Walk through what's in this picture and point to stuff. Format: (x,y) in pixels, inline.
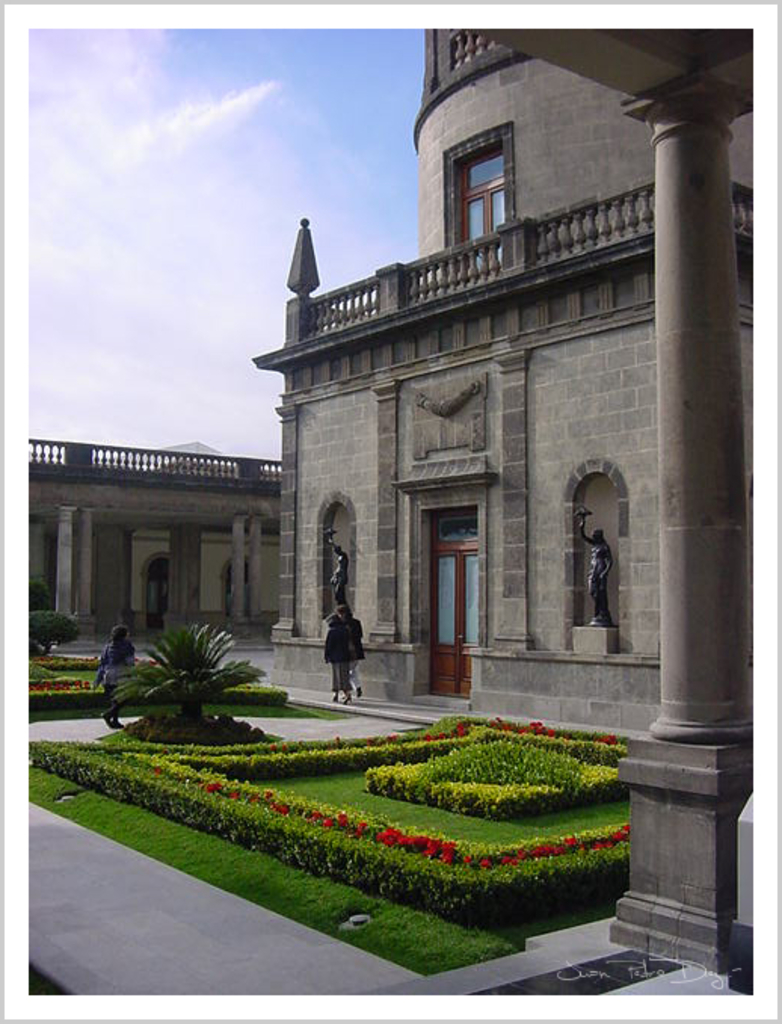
In this image in the center (335,661) there is grass (320,777) on the ground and there are persons (346,657) walking. On the right side (530,352) there is building (524,423). In the background (43,624) there are plants (50,634) and there is grass (73,676) on the ground (73,649) and the sky (128,284) is cloudy.
